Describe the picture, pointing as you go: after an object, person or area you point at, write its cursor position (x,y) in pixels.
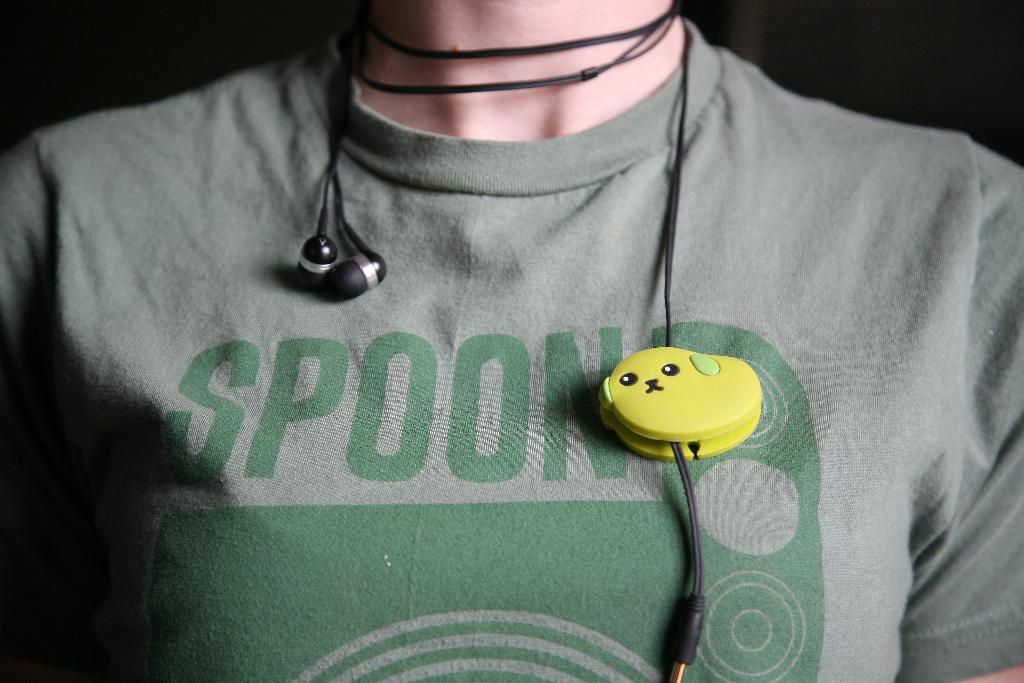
In this picture we can see a person (788,329), person (781,335) wore a gray color t-shirt (724,320), we can see earphones (357,248) here.
